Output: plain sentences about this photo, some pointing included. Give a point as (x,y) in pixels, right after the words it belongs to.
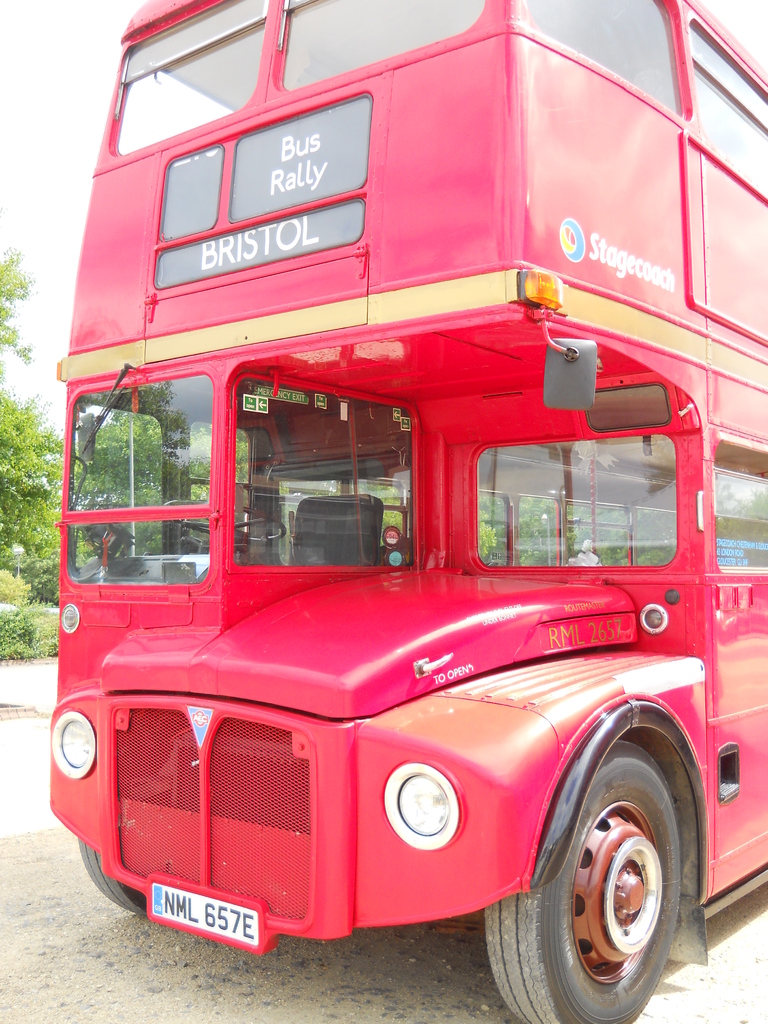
In this picture I can see a Double Decker bus (369,634) on the road (197,966), there are trees (121,471), and in the background (62,236) there is sky (74,143).
